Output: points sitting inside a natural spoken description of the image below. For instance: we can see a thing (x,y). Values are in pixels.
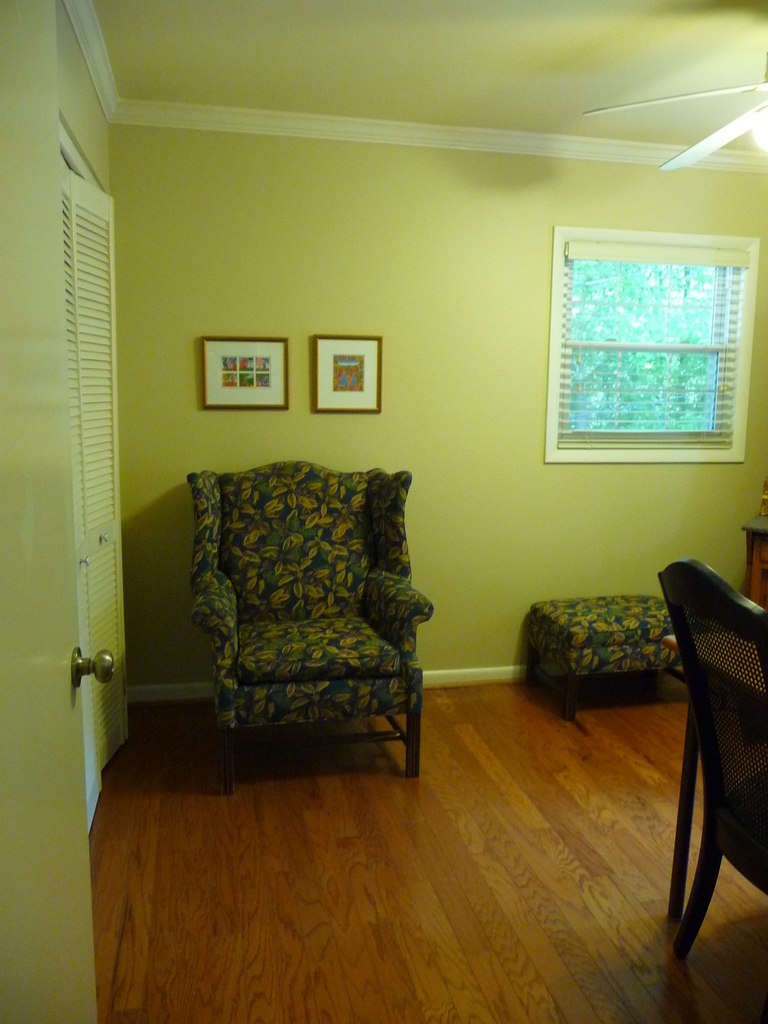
In this image, we can see walls (428,471), doors (85,699), window (684,414), window shade (581,398), photo frames (286,382), chairs (744,621), table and stool (667,630). Here we can see wooden floor (394,912). Top of the image (417,104), we can see the ceiling (449,41), ceiling fan (730,140) and light (762,129).
